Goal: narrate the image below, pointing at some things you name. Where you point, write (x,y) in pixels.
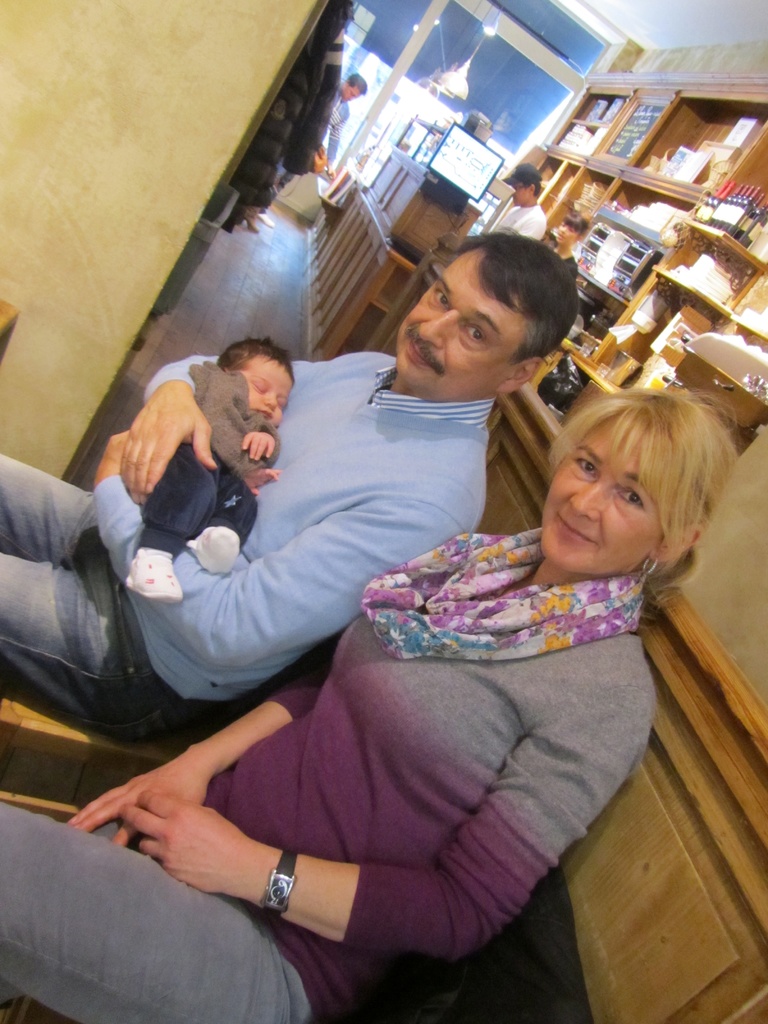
In this image we can see a woman (575,622) wearing scarf (411,591) and a person (474,369) wearing blue color jacket (301,626) is carrying a child (273,459) and they are sitting on the chairs (65,806). In the background (512,167), we can see these people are standing on the floor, we can see monitor (465,160), some objects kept in the shelf (742,169), light (492,25) and a glass doors (515,70).
